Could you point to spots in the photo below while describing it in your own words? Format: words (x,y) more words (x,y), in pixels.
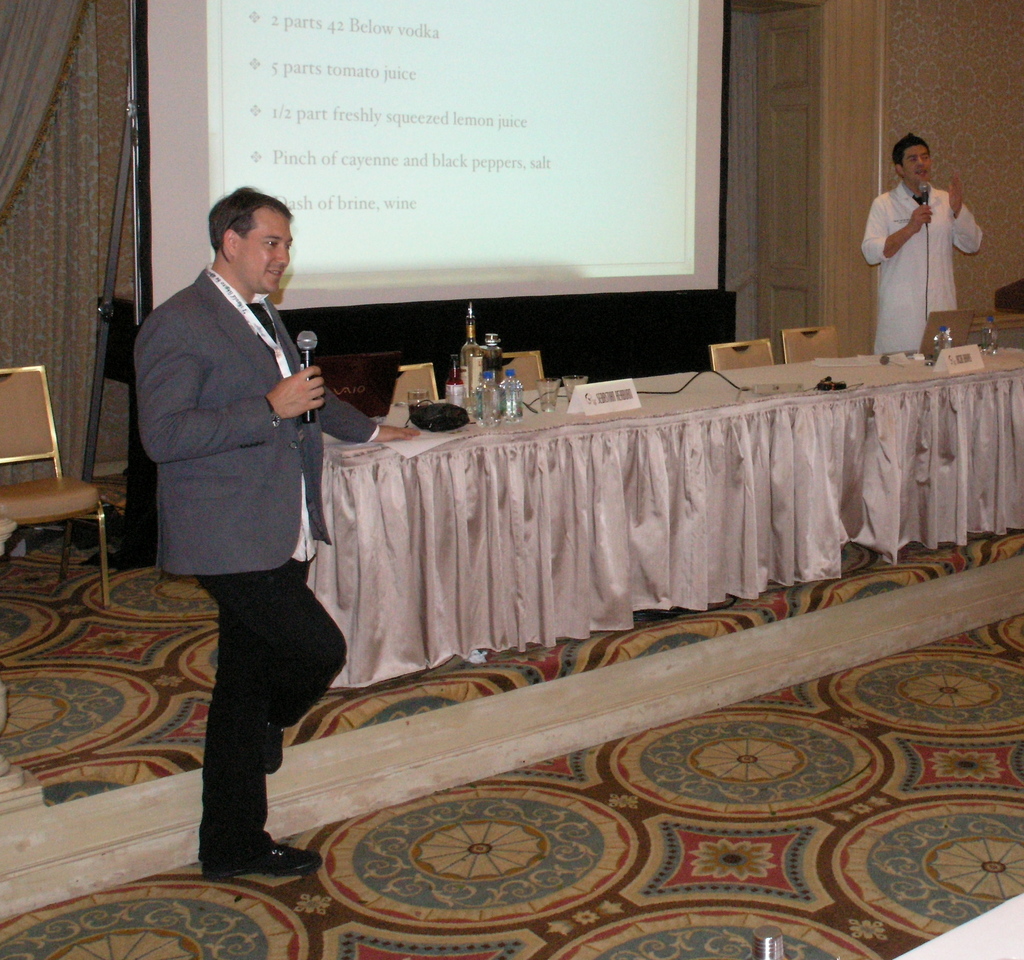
A person (284,394) is holding a mic (313,351) and standing. Also in the corner another person (930,251) wearing white coat (924,235) is holding mic (924,192) and standing. There is a table (573,474). On the table (701,463) there is a cloth (770,462), nameplate (611,404), glasses (544,387) and some other items (492,402). Also there are chairs (789,337). In the background (658,94) there is a wall (868,152) and a screen (569,142). Also on the floor (645,793) there are carpets (517,663).
